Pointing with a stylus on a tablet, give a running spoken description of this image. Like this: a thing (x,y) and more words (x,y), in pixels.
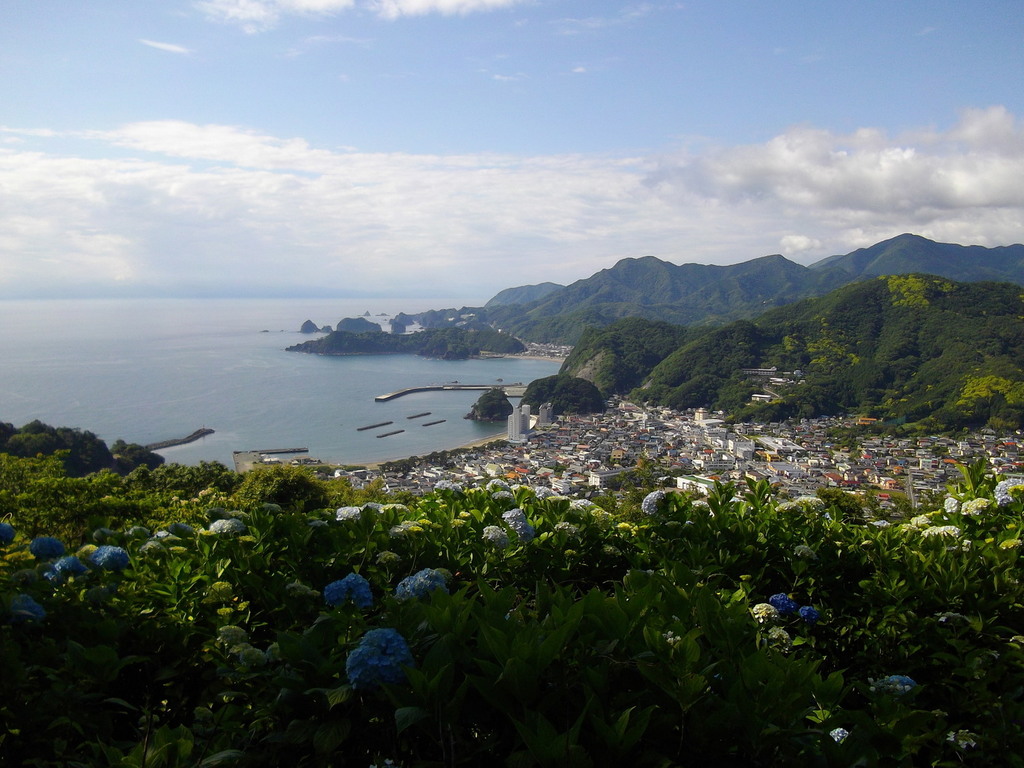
In this picture there are houses (818,471) and trees (46,655) at the bottom side of the image (530,563) and there is water (333,299) in the background area of the image (296,321).
